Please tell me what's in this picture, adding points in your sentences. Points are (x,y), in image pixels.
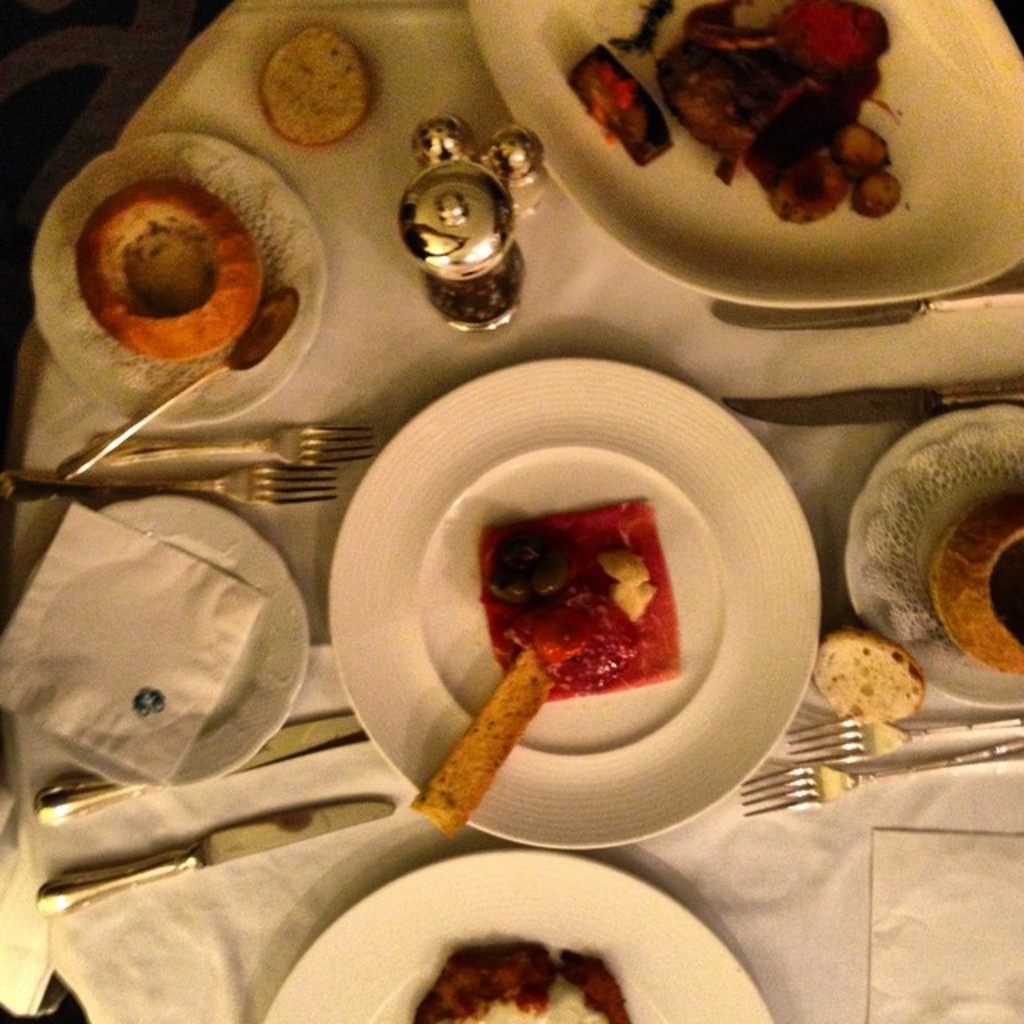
In this image, we can see there are food items (169,289) arranged on the white color plates (759,513), a paper (153,620) on a white color plate (258,540), there are forks (282,440), knives (368,805), and white color paper (952,856) and an object (464,317). These items (433,229) are arranged on a table (307,774) which is covered with a white color cloth (739,882). And the background (75,1) is dark in color.
